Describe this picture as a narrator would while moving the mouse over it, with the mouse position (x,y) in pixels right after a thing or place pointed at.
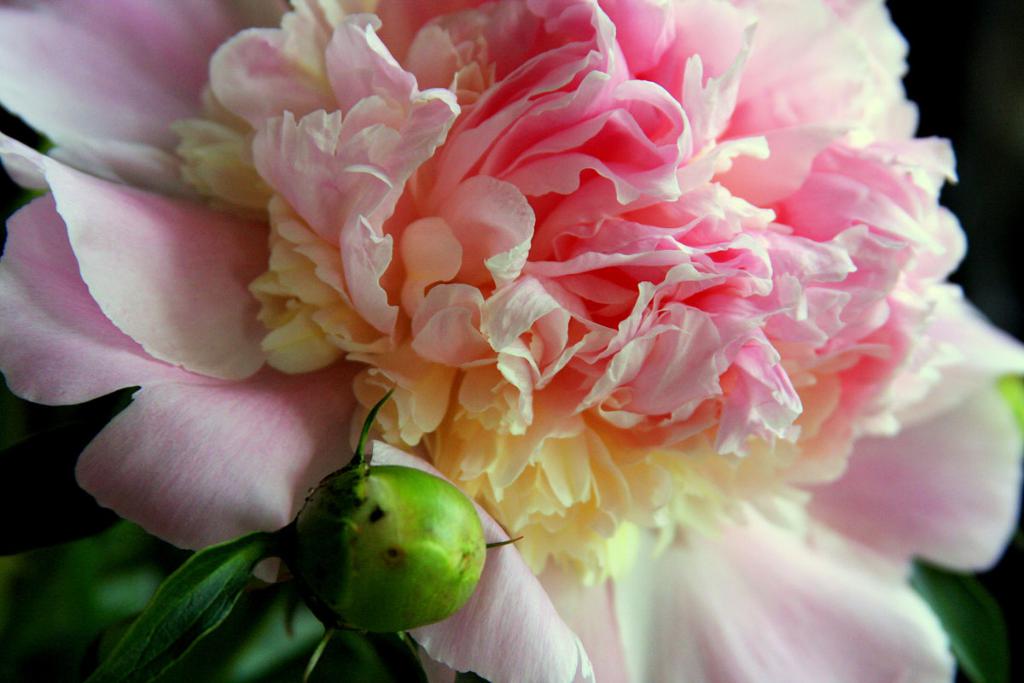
This image consists of flower (663,480) in pink color. At the bottom (162,624), there is a leaf (137,636) in green color.
